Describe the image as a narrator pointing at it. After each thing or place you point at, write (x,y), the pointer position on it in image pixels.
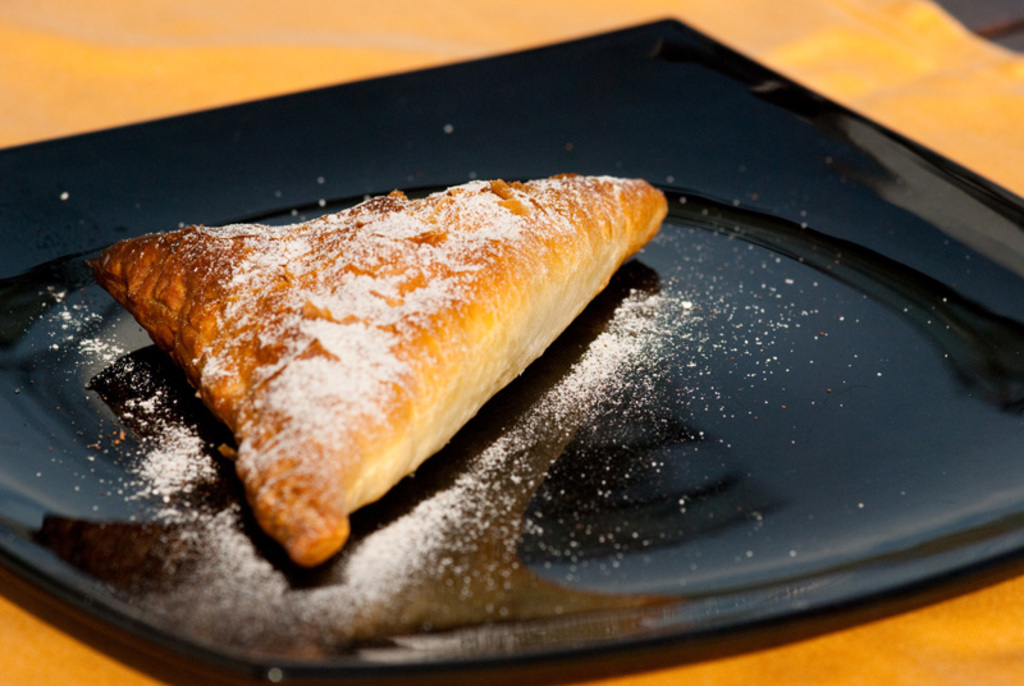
In this picture we can see a food item (437,265) on a black plate (679,134) and this plate (425,135) is on an orange surface (565,39).
